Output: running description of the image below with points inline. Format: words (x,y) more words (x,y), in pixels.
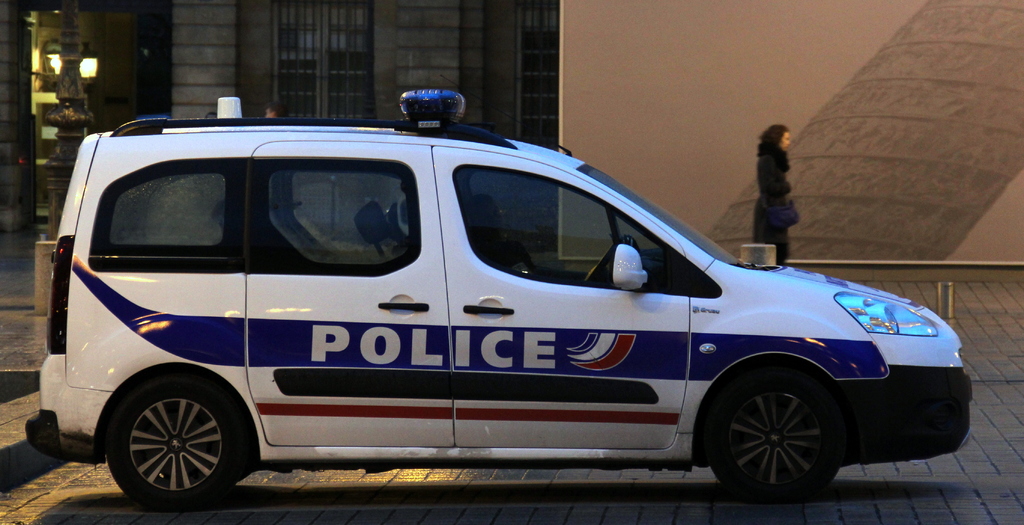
In the picture there is a police vehicle (301,428) parked on a lane (976,372) and behind the vehicle (176,270) there is some apartment (336,58) and a woman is beside the wall (814,180) on the right side (783,232).
